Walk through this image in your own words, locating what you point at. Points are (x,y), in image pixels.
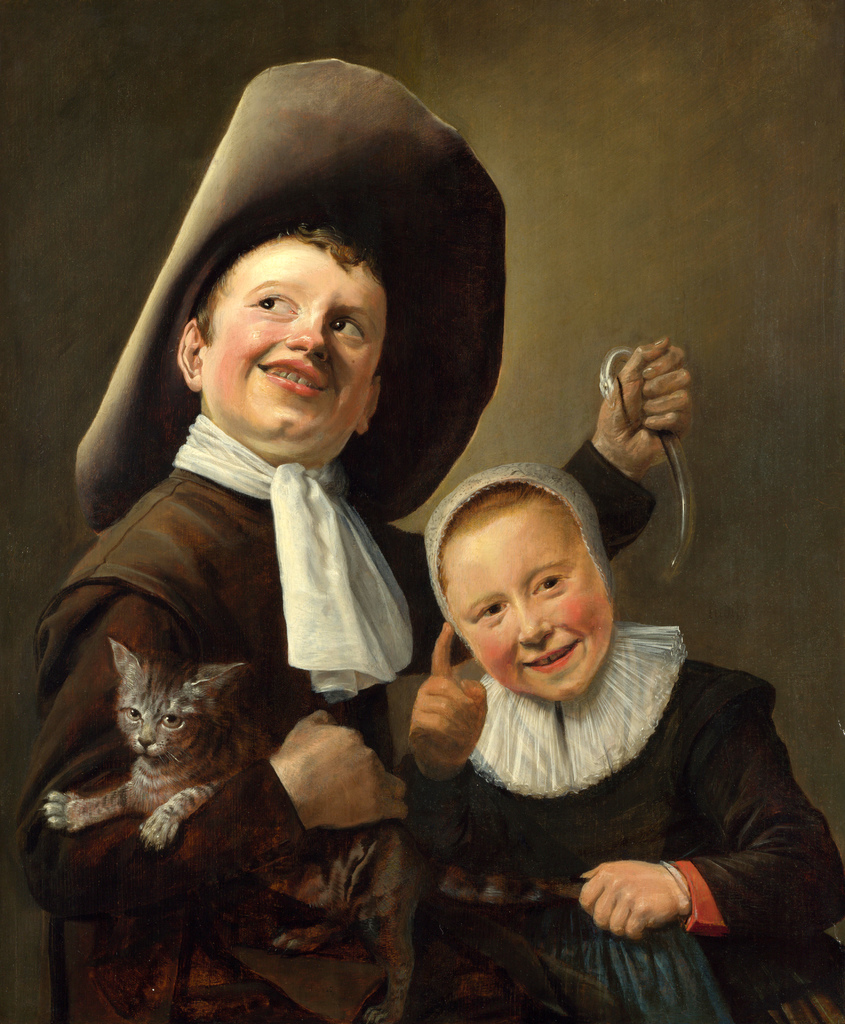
In this image I can see the painting (327,594) of two persons (290,599). I can see a person (338,598) is holding a cat (204,746). I can see the brown and black colored background (142,173).
